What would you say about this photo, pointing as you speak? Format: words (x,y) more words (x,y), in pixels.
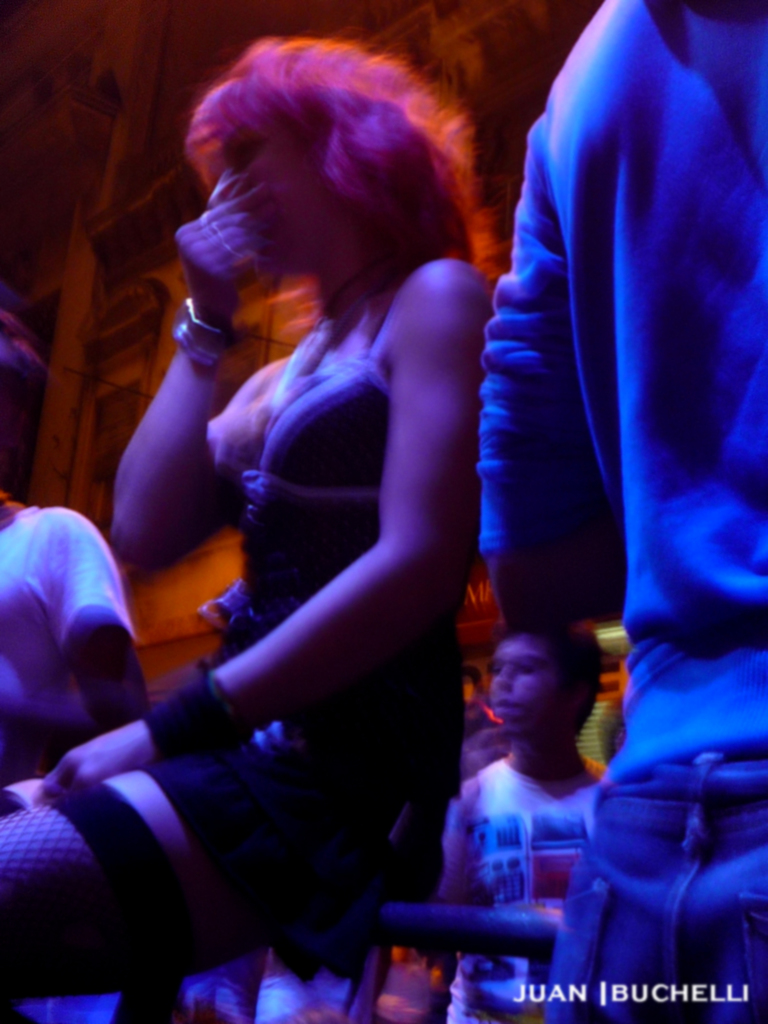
On the left side (183,328), there is a woman (396,307) sitting on the pole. On the right side (619,536), there is a person (688,216) standing. In the right bottom corner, there is a watermark (641,983). In the background (563,657), there are persons (545,699). And the background (185,23) is dark in color.
